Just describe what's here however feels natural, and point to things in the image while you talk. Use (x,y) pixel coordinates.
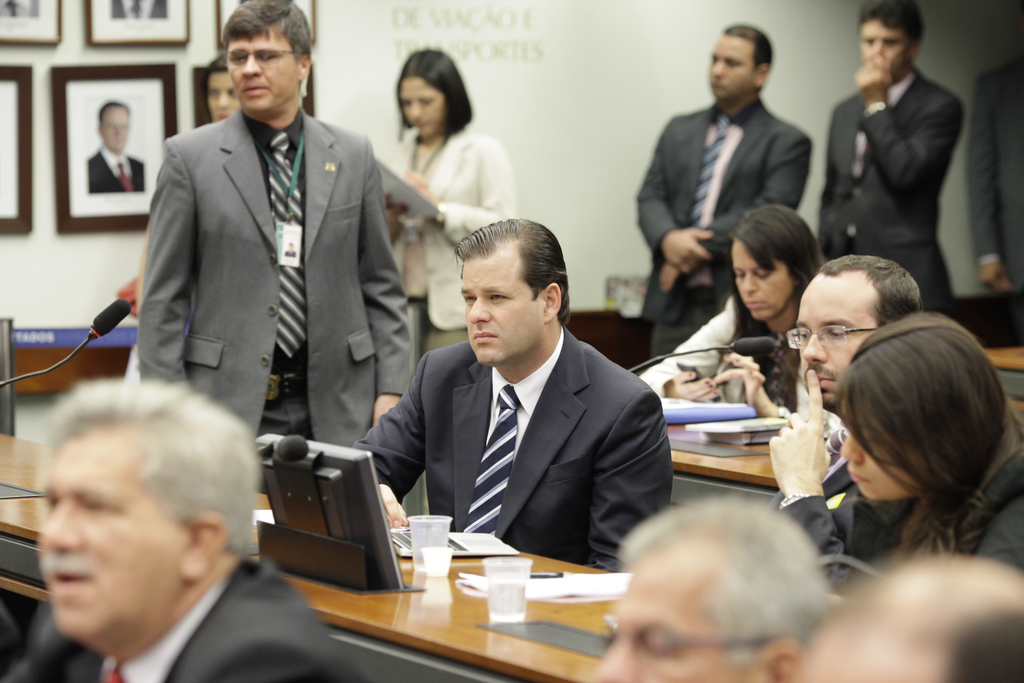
In this image, there are a few people (751,636). We can see some tables (561,640) with objects (418,567) like a device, a few glasses (501,572) and papers (528,597). We can also see the wall (573,107) with some photo frames (3,184). We can also see some text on the wall (635,26).
